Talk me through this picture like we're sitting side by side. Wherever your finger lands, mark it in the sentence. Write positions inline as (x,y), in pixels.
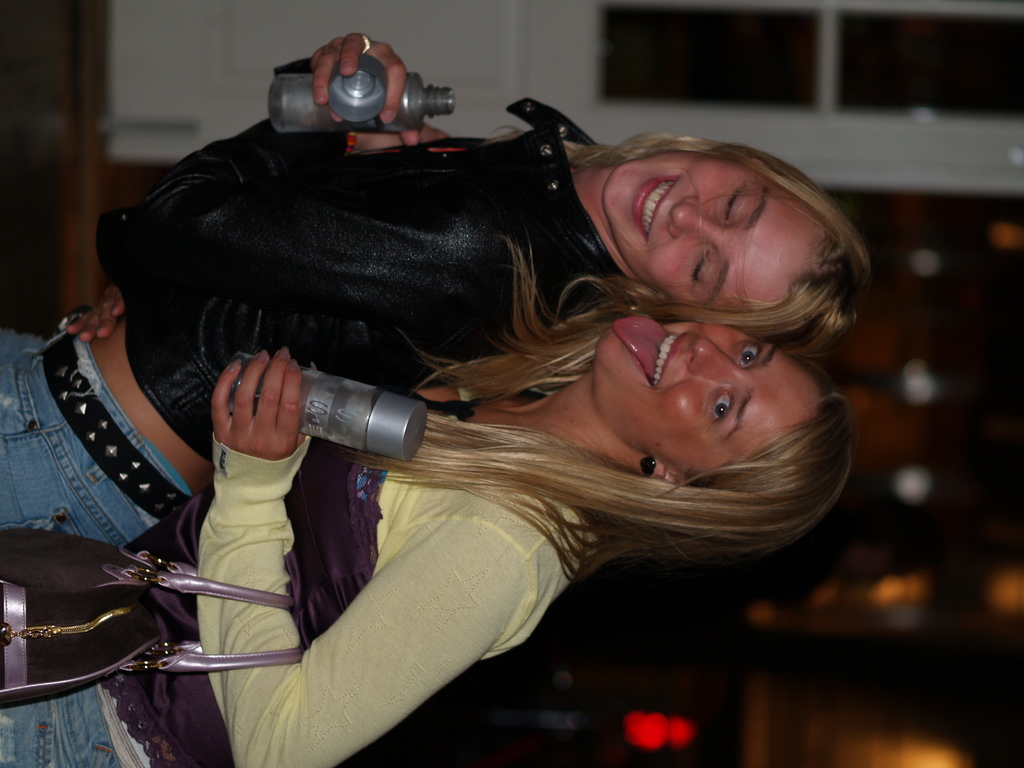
This is a rotated image. In this image there are two girls (525,368) standing and holding bottles (358,418) in their hands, one of them is holding a bag (25,646). In the background (772,82) there is a door (811,112) and a wall (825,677).
